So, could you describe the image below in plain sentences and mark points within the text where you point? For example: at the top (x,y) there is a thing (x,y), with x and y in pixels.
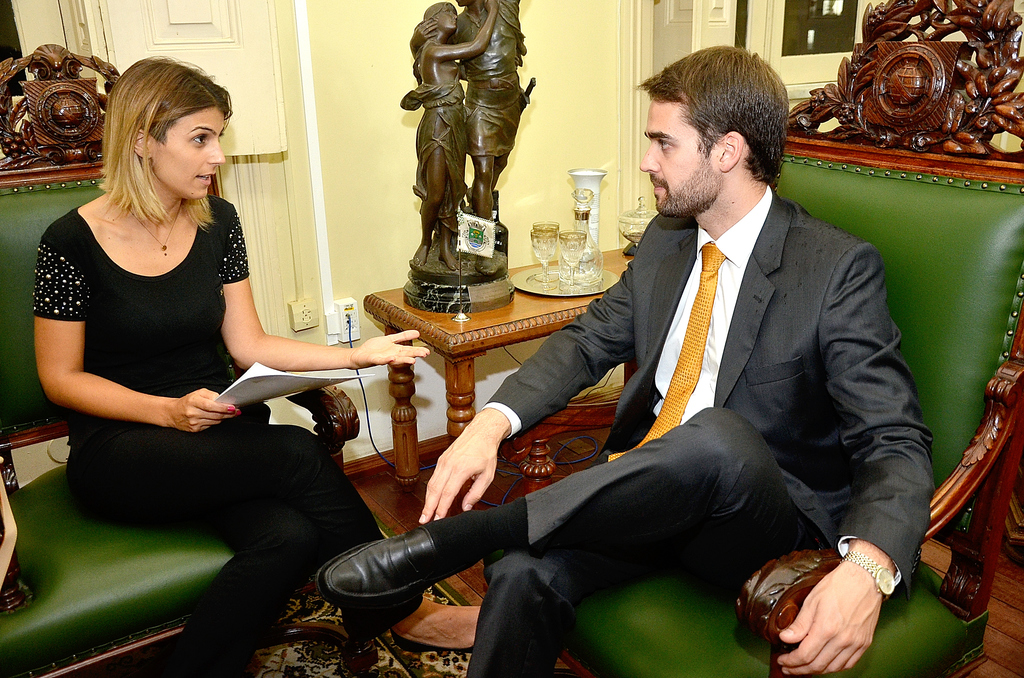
In this image we can see two people (600,513) are sitting on the sofa (60,116), one is holding a paper (245,403). Beside them there is a table (510,306). On the table (470,325) there is a statue (471,305), glasses (582,238) and some other objects (595,204). In the Background (566,33) there is a wall (563,218).
